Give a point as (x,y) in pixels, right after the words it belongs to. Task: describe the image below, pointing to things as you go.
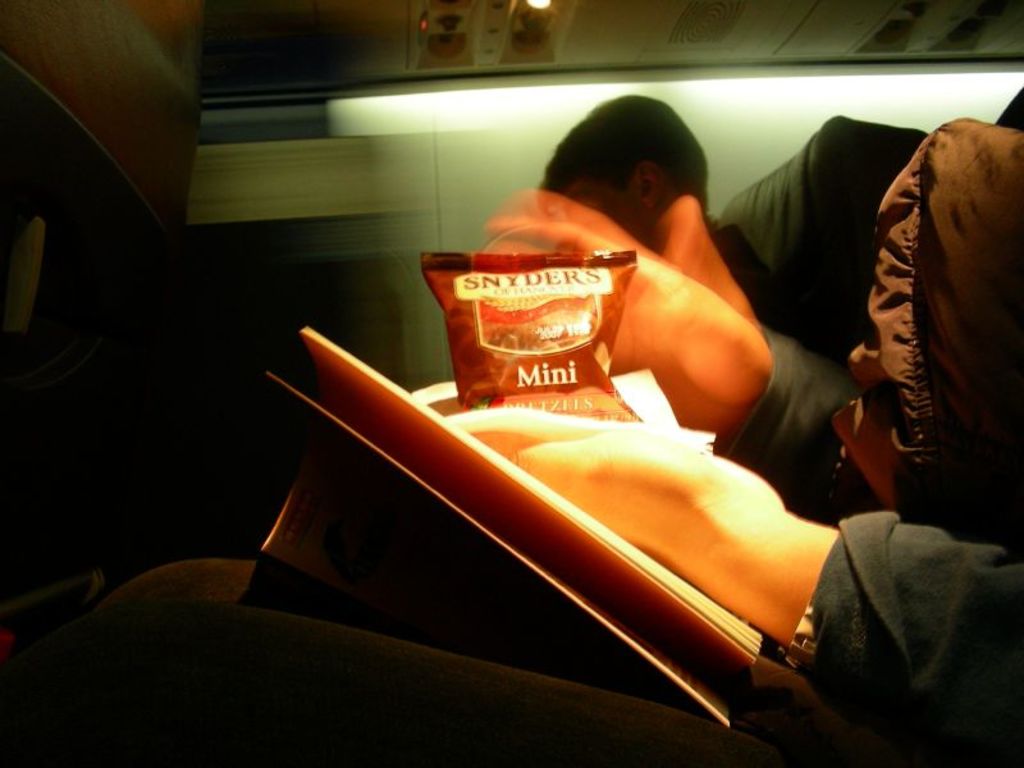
In this image I can see a book (422,475), a packet (571,391), hands (660,445) of a person (674,207) and in the background (668,200) I can see a man (713,362) is sitting. I can also see a light (410,114) and here on this packet (479,323) I can see something is written.
